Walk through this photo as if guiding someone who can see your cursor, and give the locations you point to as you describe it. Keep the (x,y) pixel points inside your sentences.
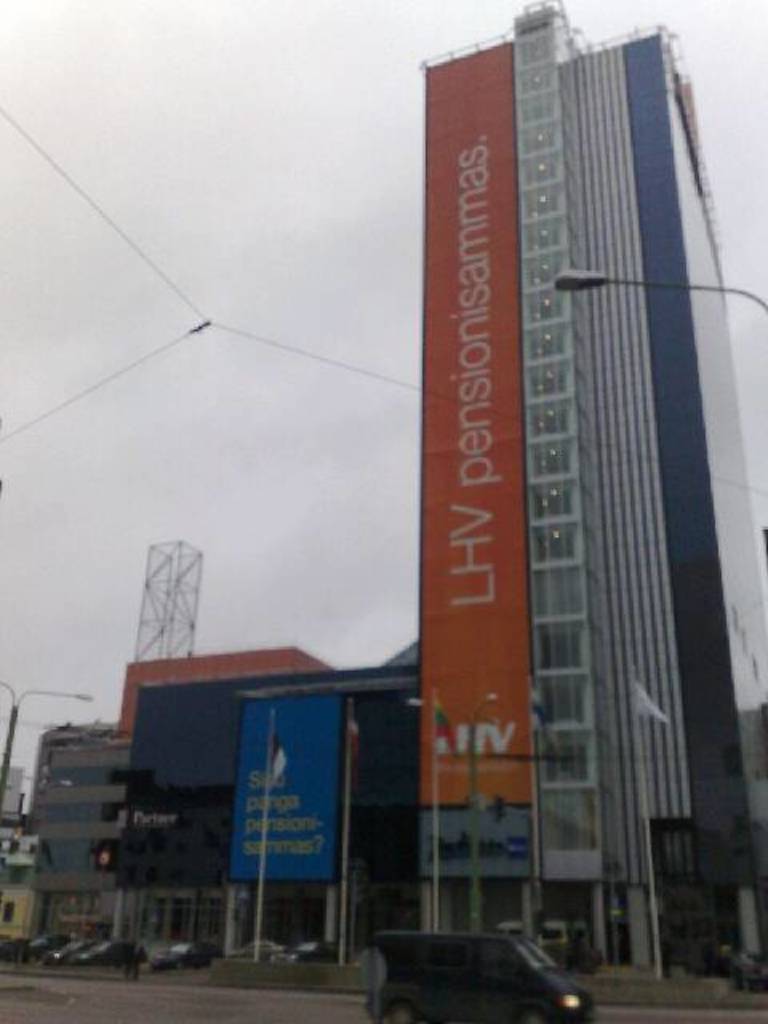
In front of the image there are vehicles (592,1014). There is a hoarding (285,869) with some text (299,847) on it. There are flags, light poles (10,750), buildings (152,764). At the top of the image (303,198) there is sky (293,242).
